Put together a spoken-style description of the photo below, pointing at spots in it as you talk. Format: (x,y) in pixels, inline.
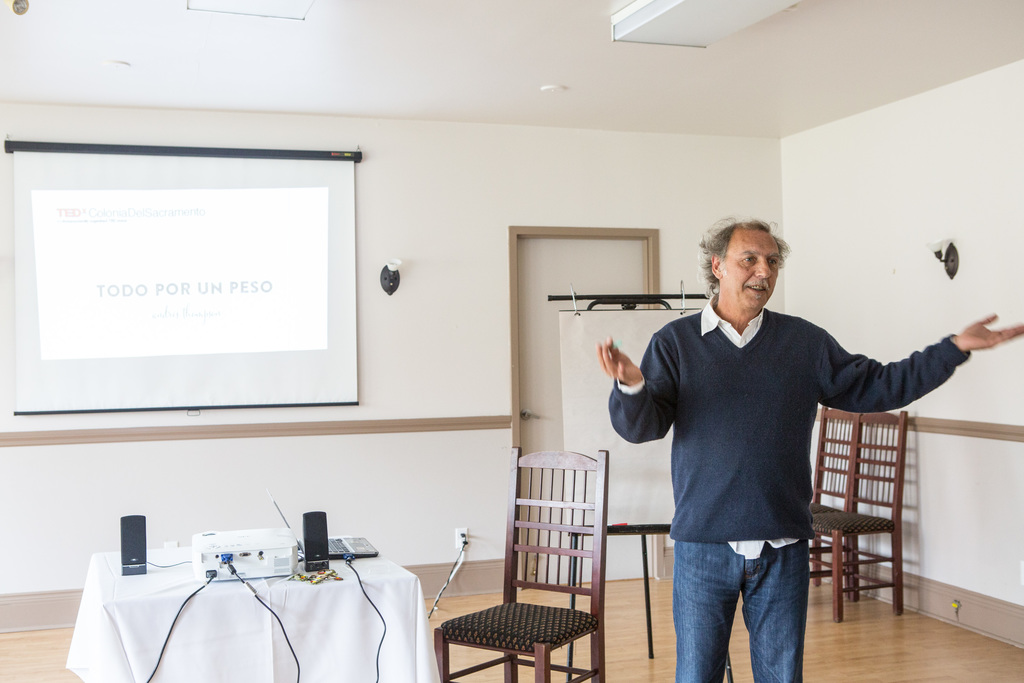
On the right side of the image (725,359) we can see a man (707,383), beside to him we can find few chairs (512,539), speakers (309,550), laptop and a projector (276,558) on the table (319,590), in the background (229,240) we can see a projector screen (245,284) and few lights (383,282) on the wall (429,291).
